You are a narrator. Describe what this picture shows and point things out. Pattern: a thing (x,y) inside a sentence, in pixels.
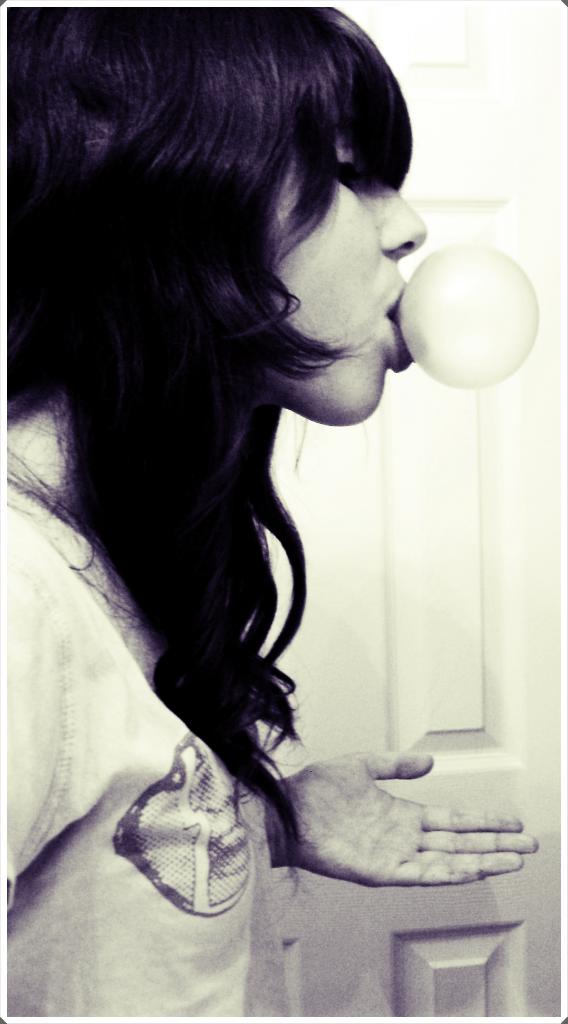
This looks like a black and white image. I can see the woman (176,715) standing and chewing the bubble gum (404,320). She wore a T-shirt (145,892). This looks like a wooden door (489,608).
